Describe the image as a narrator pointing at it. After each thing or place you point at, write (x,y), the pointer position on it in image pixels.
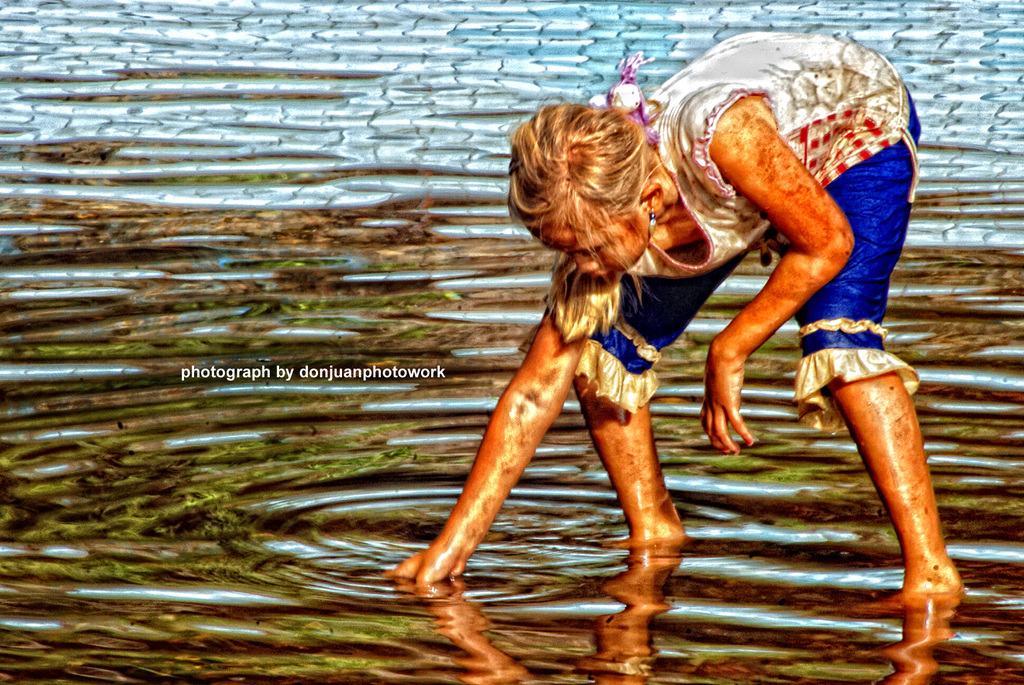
In this image I can see water (408,348) and a girl (536,348) in the front (646,359). I can see she is wearing white colour top (790,137) and blue pant (850,302). On the left side of this image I can see a watermark (248,369).
